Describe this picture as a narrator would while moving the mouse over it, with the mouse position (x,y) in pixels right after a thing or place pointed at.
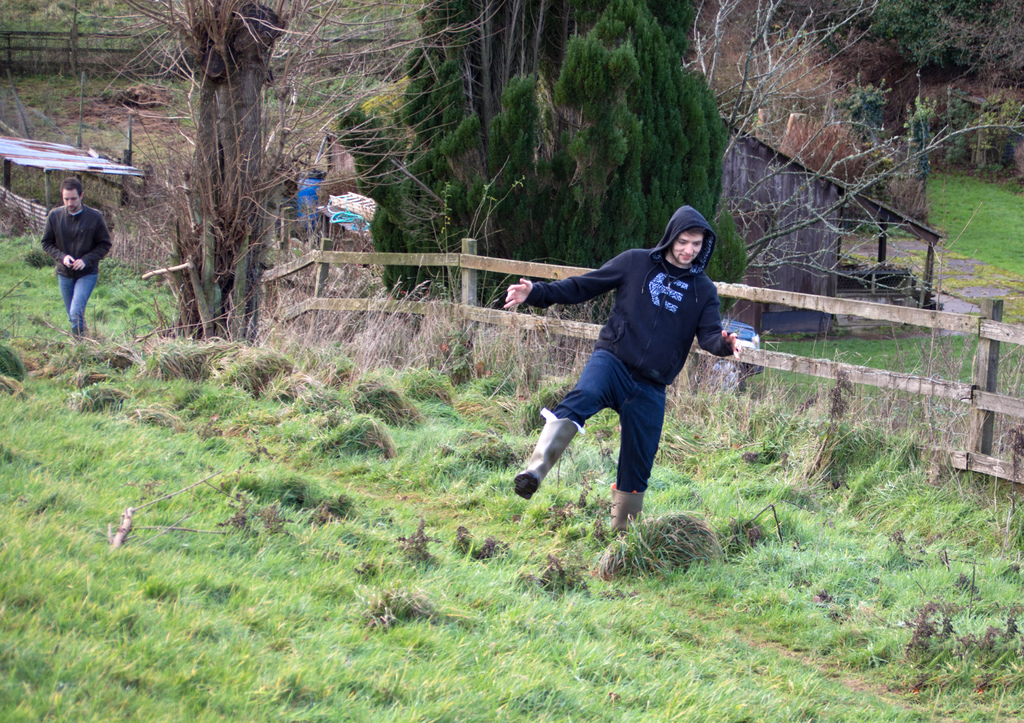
In the picture there are two people (556,439) walking on the grass (598,444) and beside the grass (176,532) there is a wooden fencing (309,306) and behind the fencing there are few trees (563,172), a wooden house (768,195) and also some dry plants (267,156).
